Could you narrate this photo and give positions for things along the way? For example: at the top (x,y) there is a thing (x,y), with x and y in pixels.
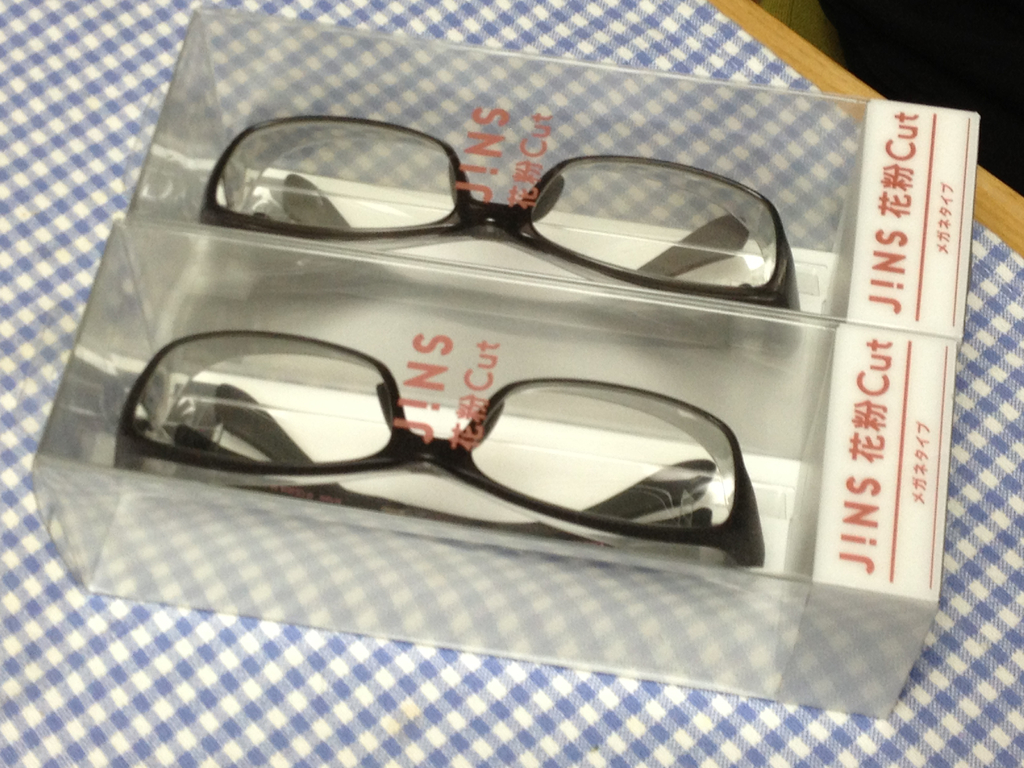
In this picture we can see spectacles (646,405) in boxes (591,467) and cloth (556,705) on the platform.
